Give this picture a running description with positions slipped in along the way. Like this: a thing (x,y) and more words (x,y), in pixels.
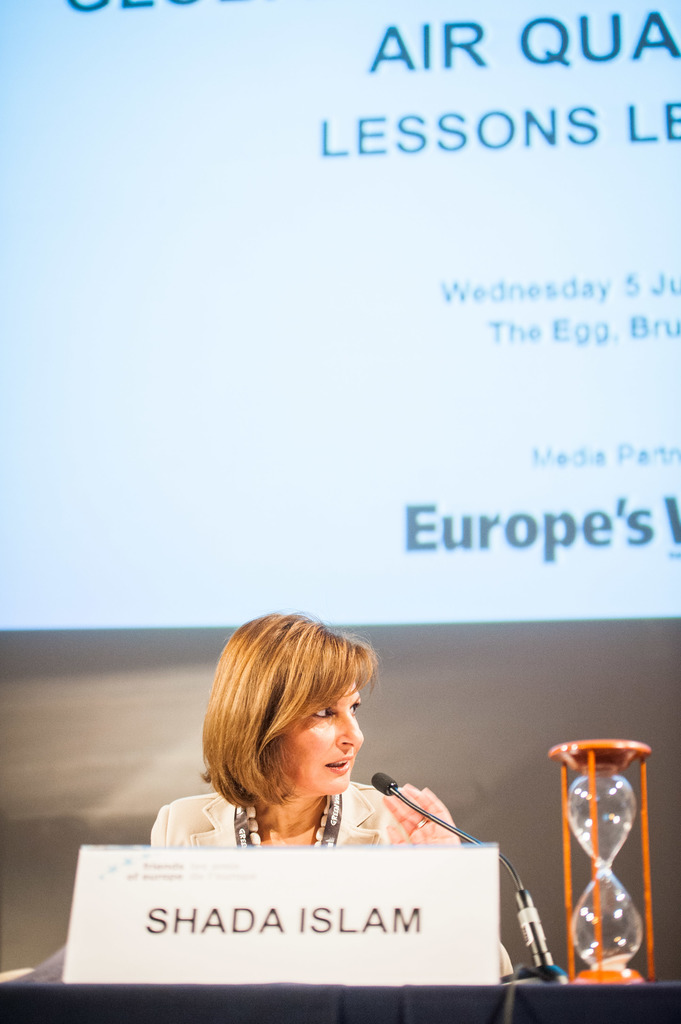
There is a lady (324,714) who is sitting in the center of the image (300,664) and there is a name plate (429,902), mic (489,850) and sand timer (587,941) in front of her, it seems like a projector screen (350,379) in the background area (355,451).
